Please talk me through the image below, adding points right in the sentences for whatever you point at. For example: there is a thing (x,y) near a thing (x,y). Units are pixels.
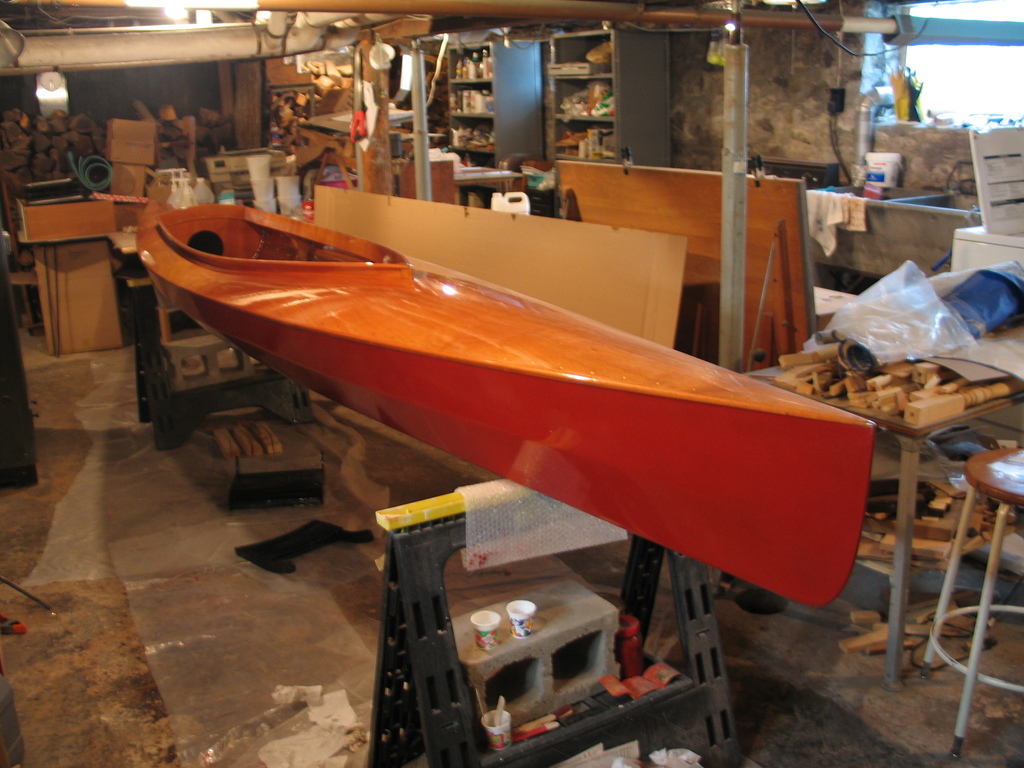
In this image I can see the boat (382,381) which is in brown color. It is on the black color stand (424,644). To the side of the boat (753,404) I can see many tables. On the tables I can see many wooden objects (902,393). In the background (530,144) there are racks (462,152) and few objects (450,150) in it. To the right (874,185) there is a bucket (892,166) and some lights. There are lights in the top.
